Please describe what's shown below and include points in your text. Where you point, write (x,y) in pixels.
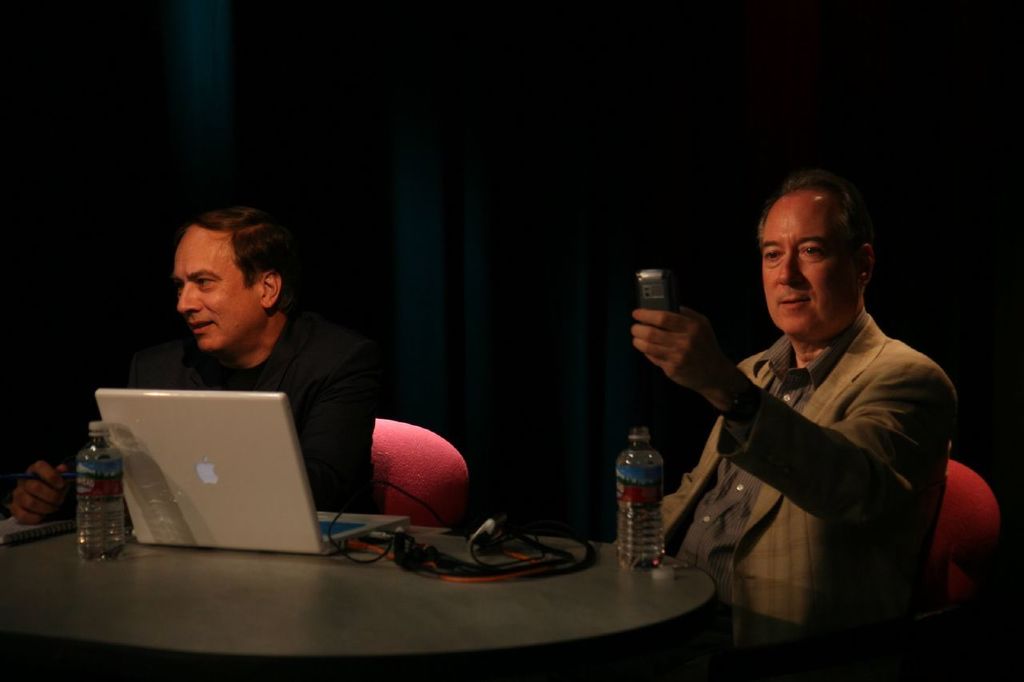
The picture is taken in a closed room (919,657) and at the right corner (851,414) one man (864,411) is sitting on the chair (911,613) and holding a phone (640,306) and in the left corner (224,264) one man (356,492) is sitting in a black dress (308,439) and holding a pen (40,472) in his hand (57,497) and in front of them there is a table (404,629) on which one laptop (165,431), two water bottles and cables (488,569) are present and behind them there is a blue curtain (453,374).
